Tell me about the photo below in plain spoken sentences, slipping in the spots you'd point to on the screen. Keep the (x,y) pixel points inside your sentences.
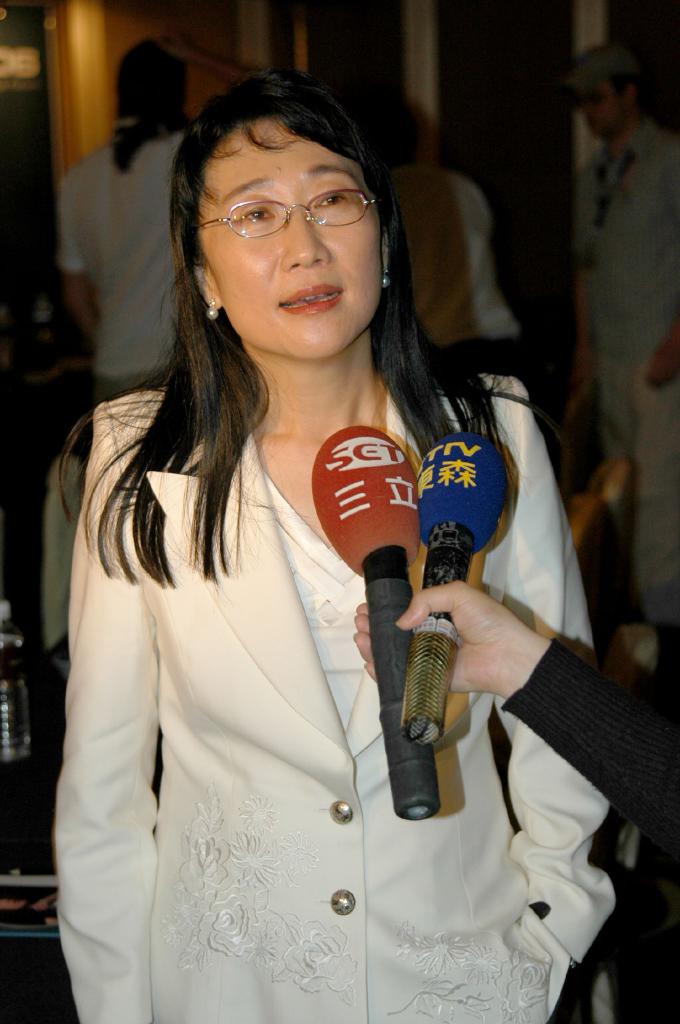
In this picture we can see a woman (174,753) in the white dress (213,723). On the right side of the image (506,684), there is a hand (479,629) of a person (534,709) and the person (521,697) is holding the microphones (384,629). Behind the women (277,535), there are people (156,187), a bottle (17,642) and some other objects (19,119).
